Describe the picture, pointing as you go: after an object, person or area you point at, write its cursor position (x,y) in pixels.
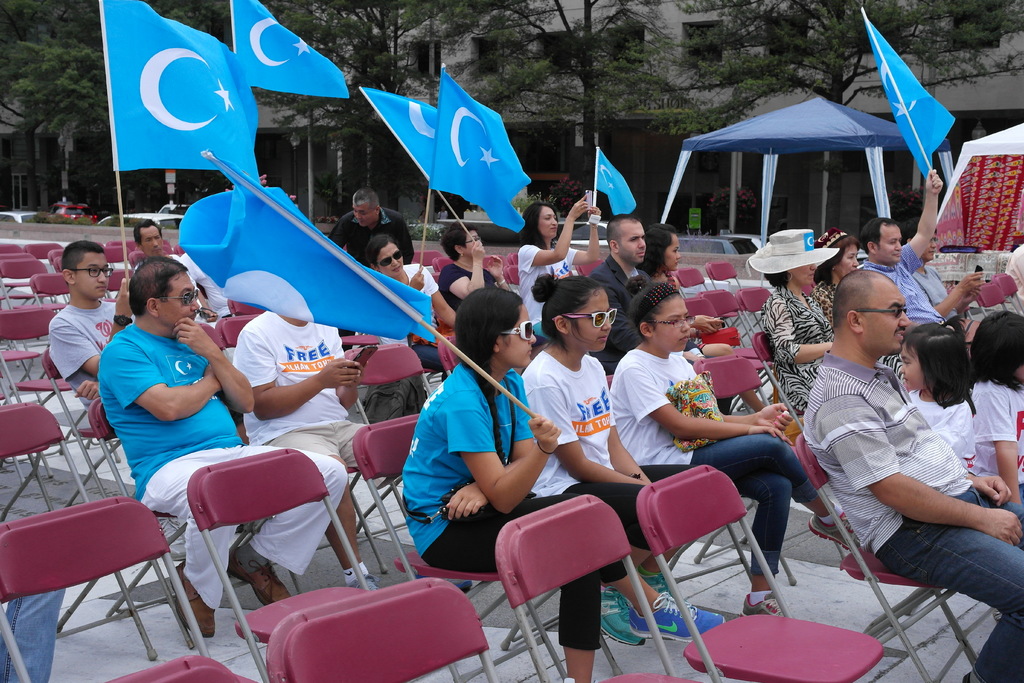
This picture shows a group of people (73,295) seated on the chairs (8,643) and holding flags (172,164) in their hands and we see few trees (576,99) and building (814,159).
